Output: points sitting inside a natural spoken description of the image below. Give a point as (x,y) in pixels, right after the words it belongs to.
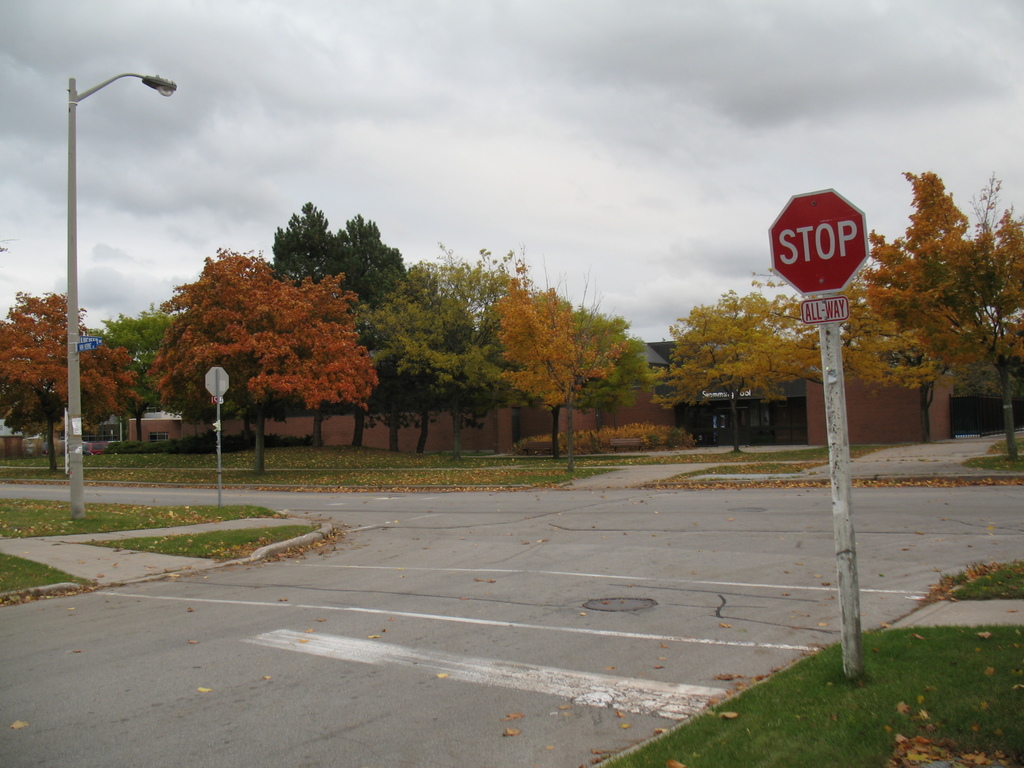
In this image, I can see a road (353,504), trees (186,330), buildings (725,431), grass (829,682) and boards (212,392) to the poles (856,603). On the left side of the image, there is a street light (77,491). In the background (360,209), there is the sky (772,76).
